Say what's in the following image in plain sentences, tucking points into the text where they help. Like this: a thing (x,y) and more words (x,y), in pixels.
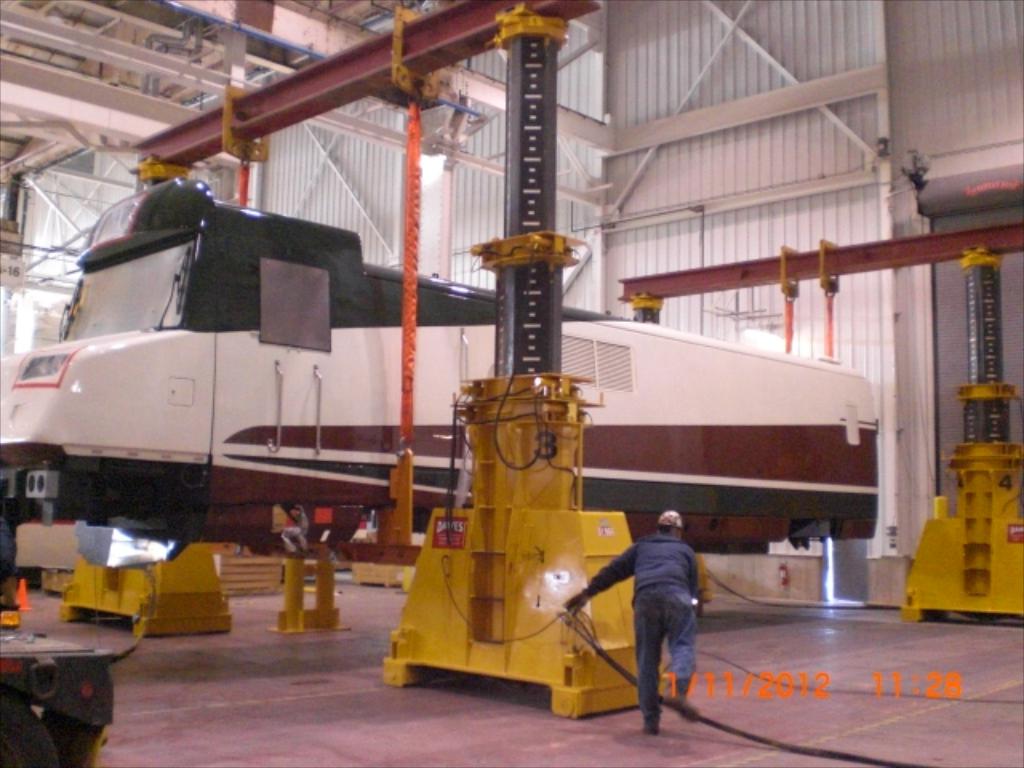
In this image there is a men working in a factory (349,568), in that there are big rods (555,118) and a train engine (659,327) and there are iron sheet (770,167).
